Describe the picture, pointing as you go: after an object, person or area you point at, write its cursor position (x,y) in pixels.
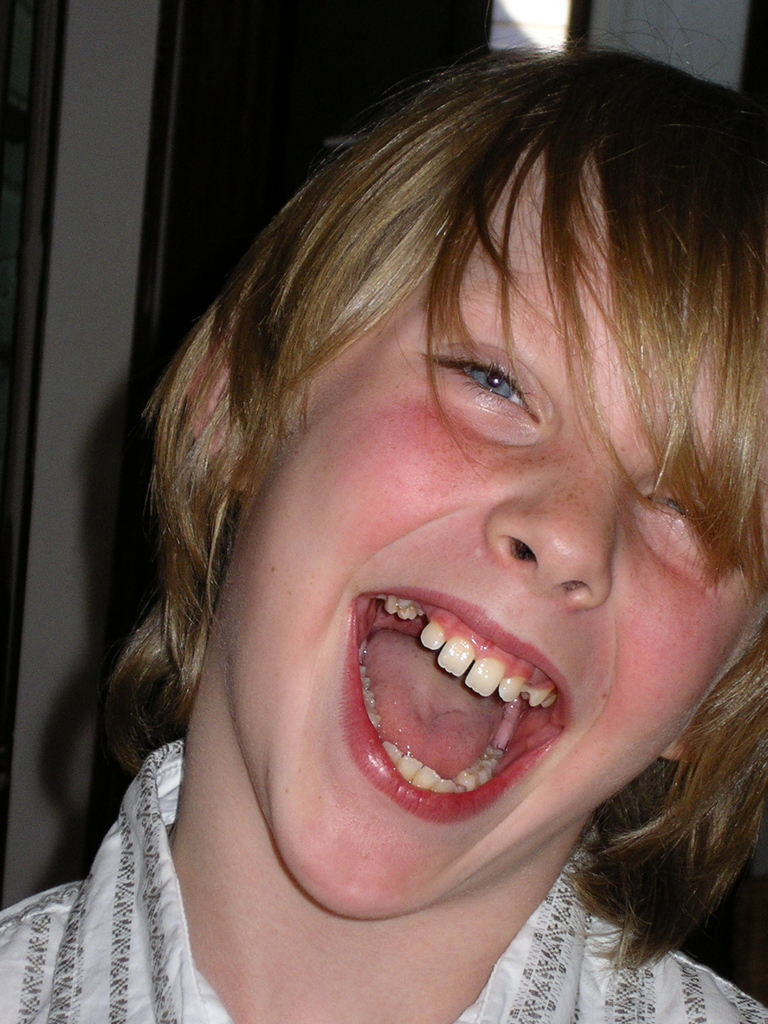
In this image we can see a person (561,851) smiling. In the background (277,156) there is a door (258,105).
